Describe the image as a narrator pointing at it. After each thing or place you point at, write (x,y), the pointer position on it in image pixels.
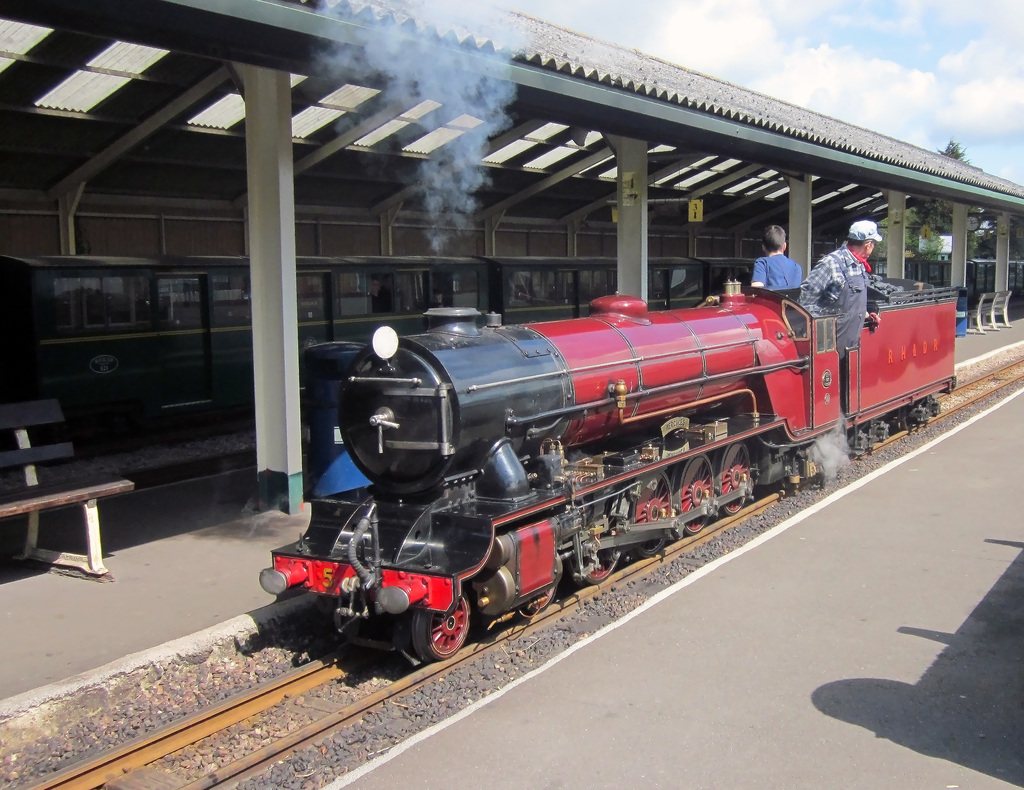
In this image I can see the train (439,657) on the track (423,716). I can see two people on the train (690,445). To the side of the train (513,496) I can see the benches (86,486), shed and one more train (195,421). In the background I can see the clouds (851,92) and the sky (874,119).
